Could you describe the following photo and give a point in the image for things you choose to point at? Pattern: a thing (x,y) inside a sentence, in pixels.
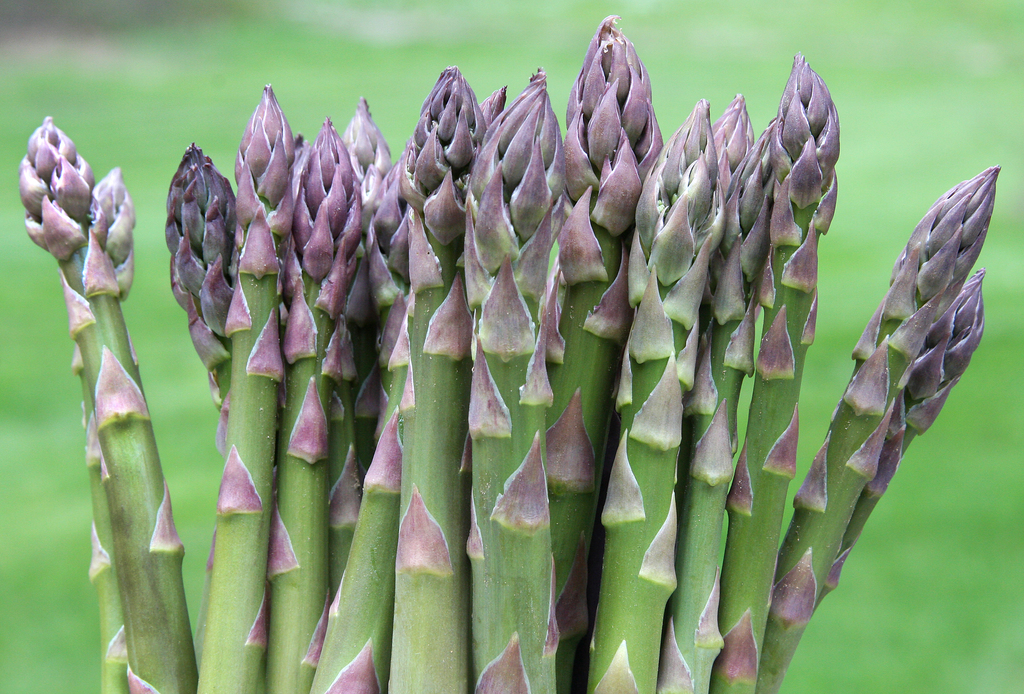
In this I can see Macro photography of some buds (65,207) with a blur background (179,113).
